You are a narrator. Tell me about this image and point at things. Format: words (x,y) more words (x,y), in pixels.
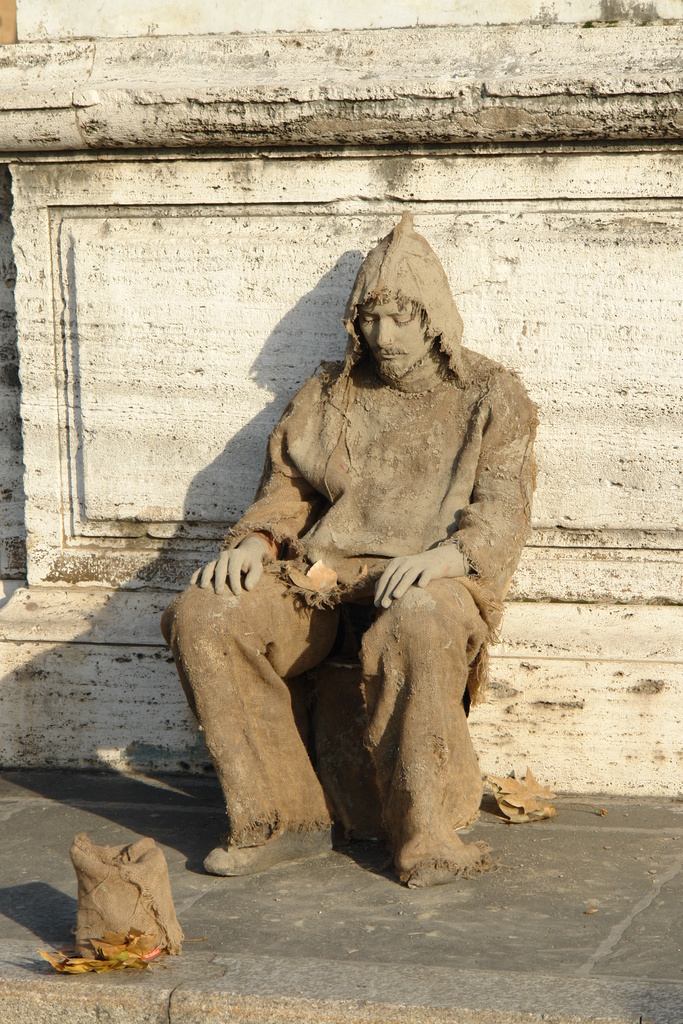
Here we can see a man (334,383) sitting. This is a wall (441,220). Here we can see dried leaves (575,804) on the floor (411,943).
